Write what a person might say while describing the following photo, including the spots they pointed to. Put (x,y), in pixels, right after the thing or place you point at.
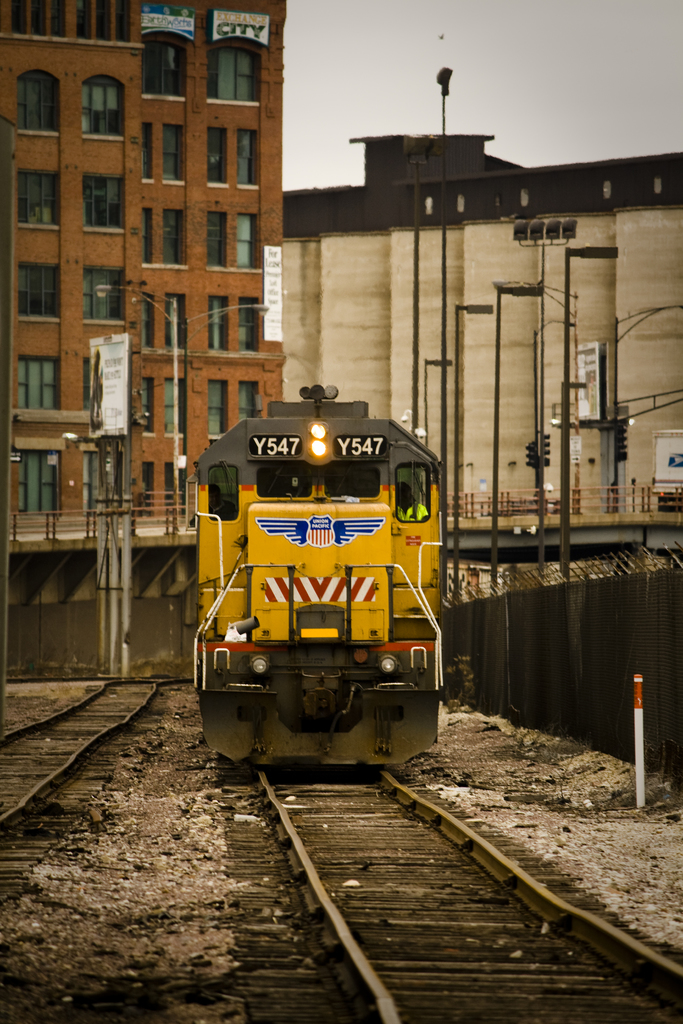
In this image there is a train (334,667) on the track (343,843), beside the train (415,686) there is fencing (546,626). In the background (471,463) there are buildings (339,336) and sky (560,154).
